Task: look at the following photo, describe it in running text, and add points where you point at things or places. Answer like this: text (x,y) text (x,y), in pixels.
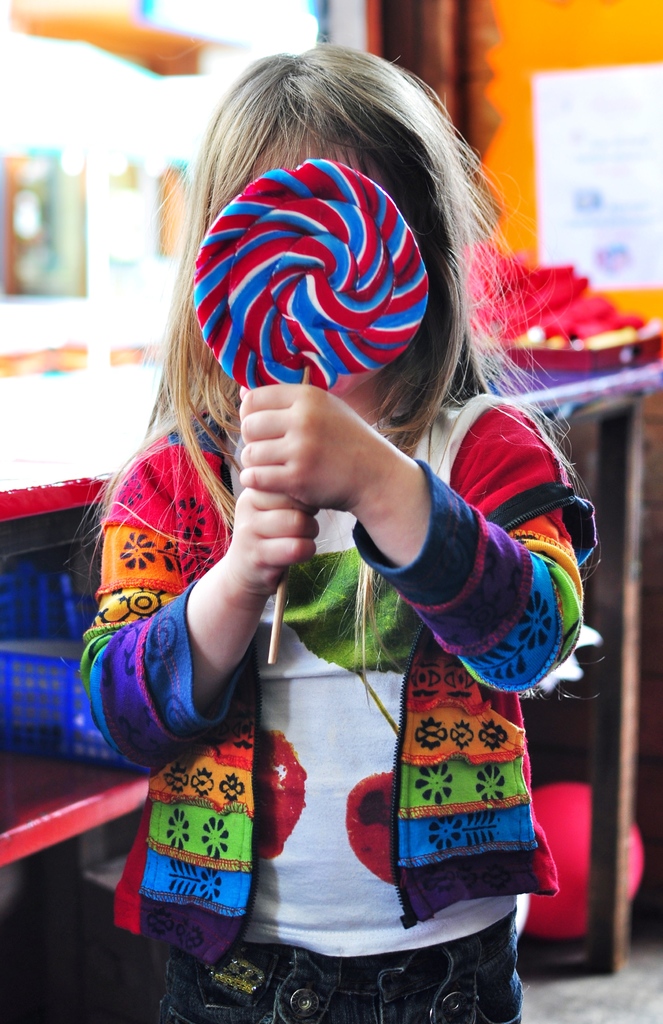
In this image we can see a kid (315,704) standing and holding a lollipop (322,263) and there is a basket (64,701) on the table (91,780) and a blurry background (129,93).
